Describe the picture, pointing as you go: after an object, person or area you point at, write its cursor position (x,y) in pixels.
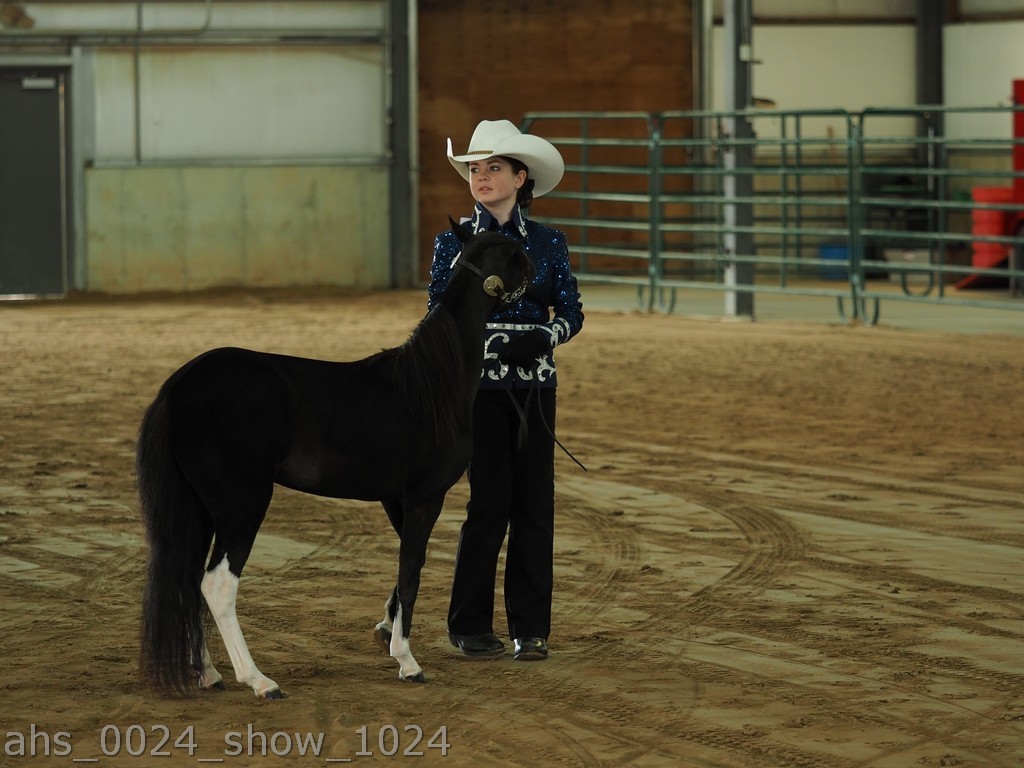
In the picture I can see a woman (522,400) is standing on the ground (344,549) and wearing a white color hat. I can also see an animal (405,589) is standing on the ground (305,575). In the background (685,216) I can see fence (732,213), wall (308,246) and some other objects (978,217). On the bottom left side of the image (169,740) I can see a watermark (142,745).
